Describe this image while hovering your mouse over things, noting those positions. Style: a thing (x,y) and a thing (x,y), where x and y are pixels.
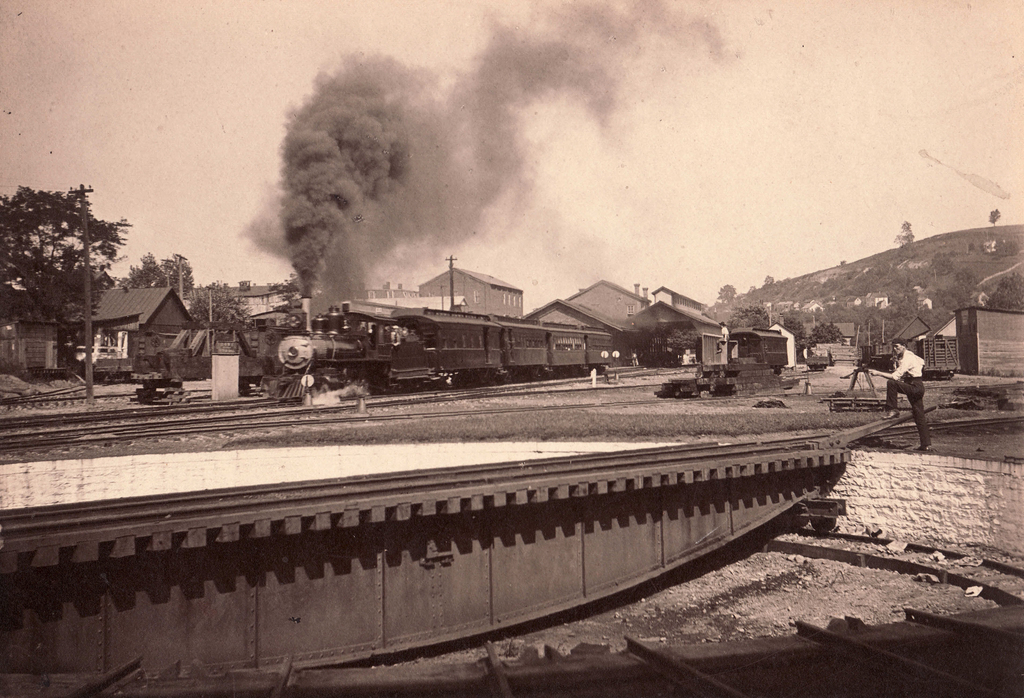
In this picture there is a old photograph of the train (389,352) on the track (245,409). Beside there is a iron track (181,521) and a man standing and watching. In the background (818,297) we can see the mountain (895,311) and shed houses (687,299). On the left side (15,266) there are some trees (15,266).
